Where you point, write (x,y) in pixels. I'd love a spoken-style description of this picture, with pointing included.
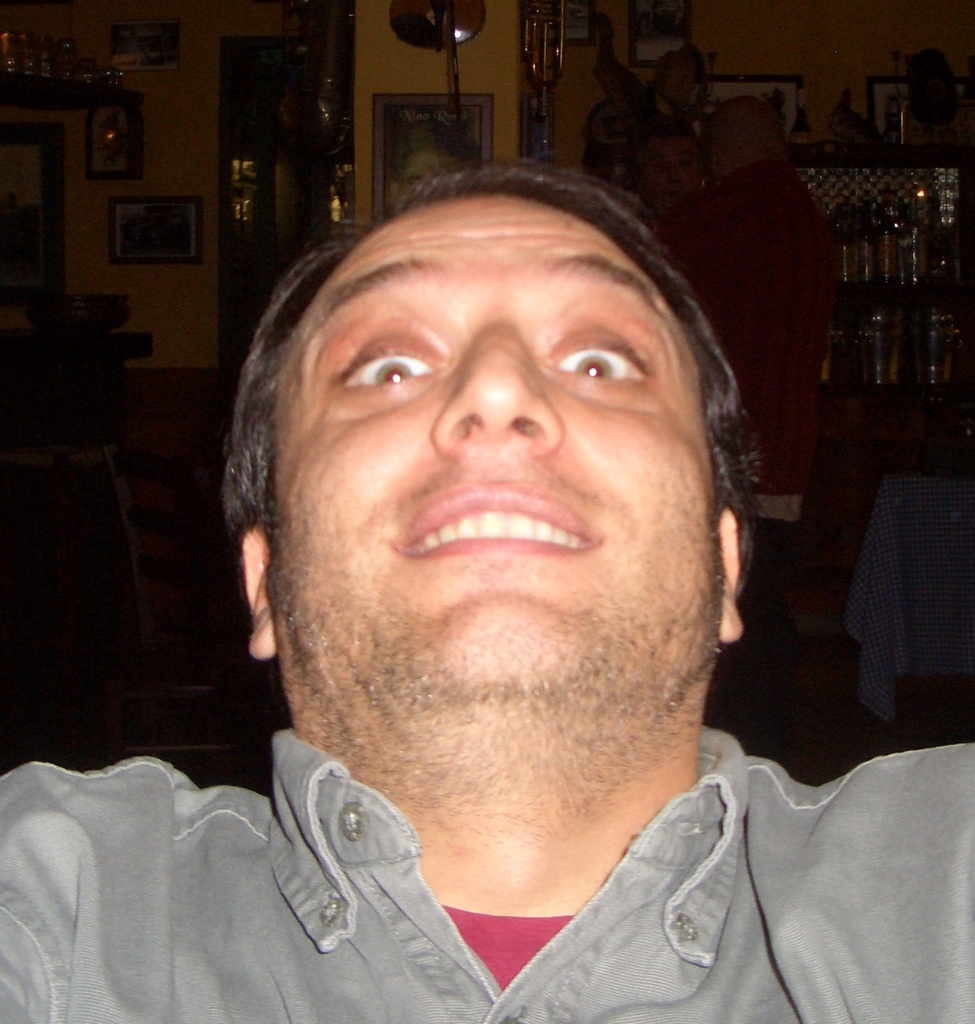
In this image I can see a man (522,635) is smiling. The man (458,666) is wearing grey color shirt (140,955). In the background (554,123) I can see photos (94,161) attached to the wall (170,121). The background of the image (171,109) is dark.
